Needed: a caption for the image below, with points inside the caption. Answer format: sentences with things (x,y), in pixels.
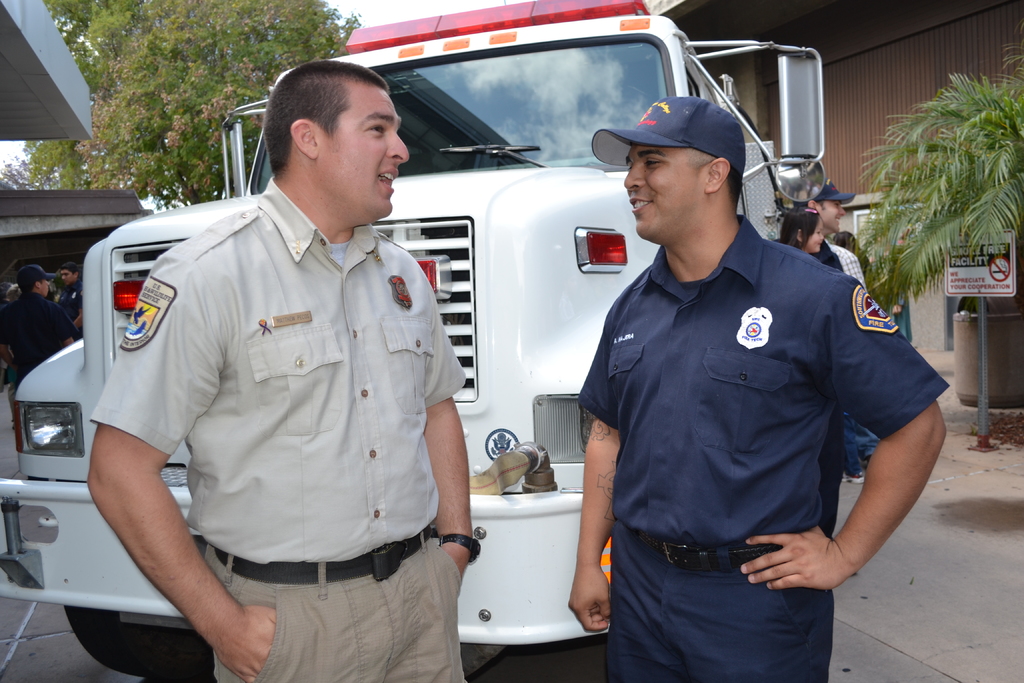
In the foreground of this image (707,434), there are two men (385,474) standing. Behind them, there is a vehicle (526,140). On either side to the vehicle (741,208), there are people (803,231). On the right (991,144), there is a board (986,246), tree (958,158) and the wall (902,54) of a building (883,65). On the left (72,209), it seems like a roof (54,84). Tree (215,92) and the sky (388,12) at the top (389,12).
